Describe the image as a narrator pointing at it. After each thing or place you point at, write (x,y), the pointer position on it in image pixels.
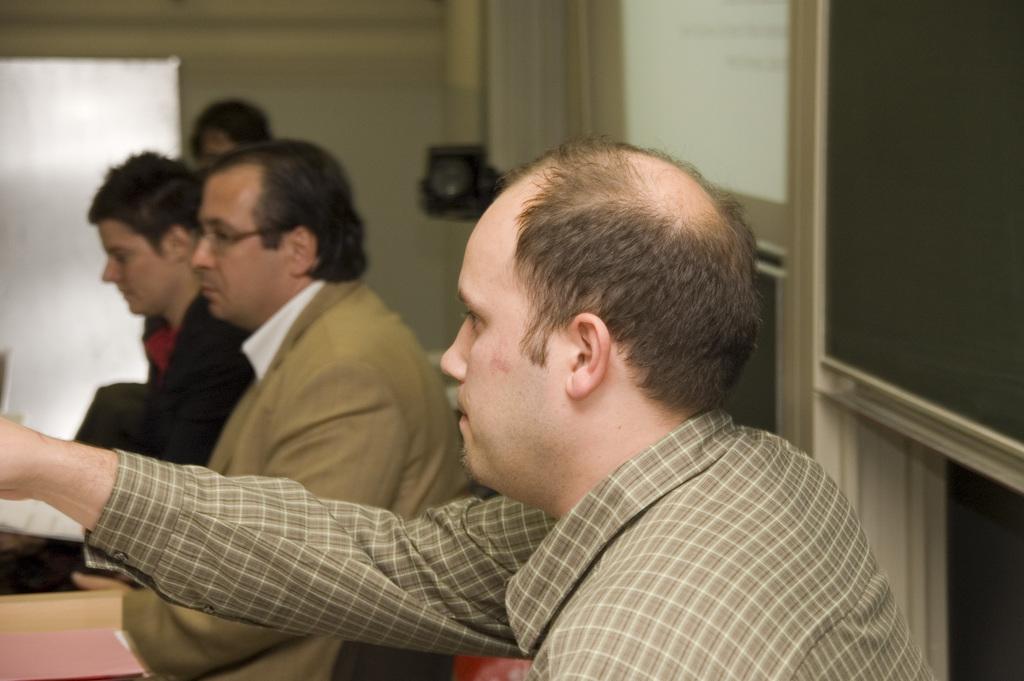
In this image there are four men (222,380), there is an object (79,632) towards the left of the image (94,661), there is a wall (334,86) towards the top of the image (379,63), there is a wall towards the right of the image (873,263), there is a black color object (483,177) behind the persons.
